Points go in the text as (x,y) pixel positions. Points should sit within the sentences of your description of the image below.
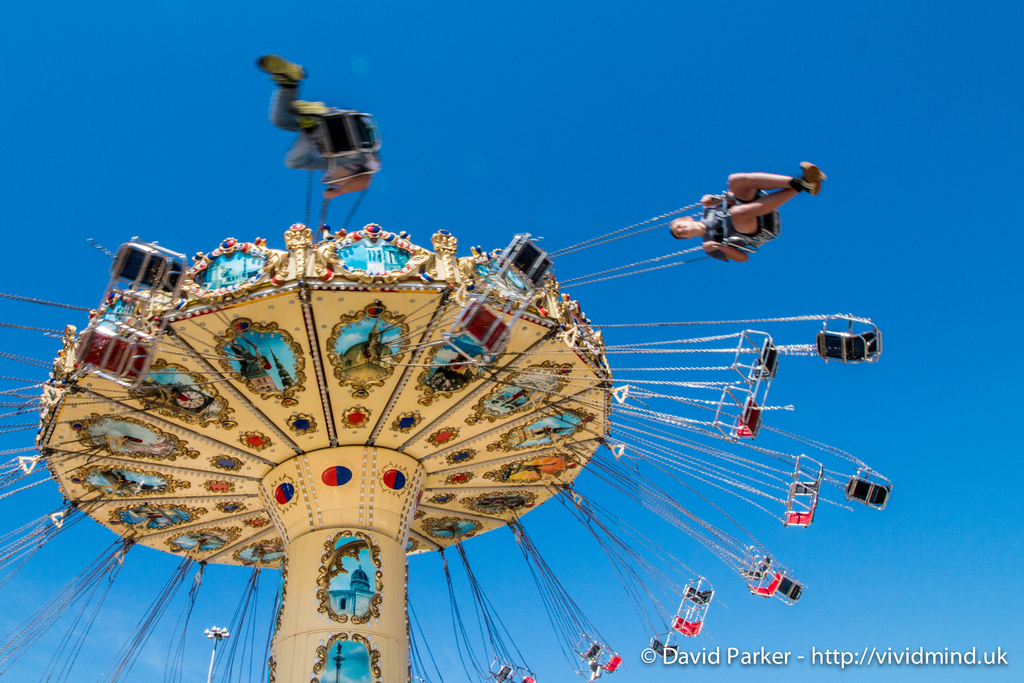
In this picture we can see a carousel (434,360) and few people (311,151), at the right bottom (911,662) we can find a watermark (893,660).
